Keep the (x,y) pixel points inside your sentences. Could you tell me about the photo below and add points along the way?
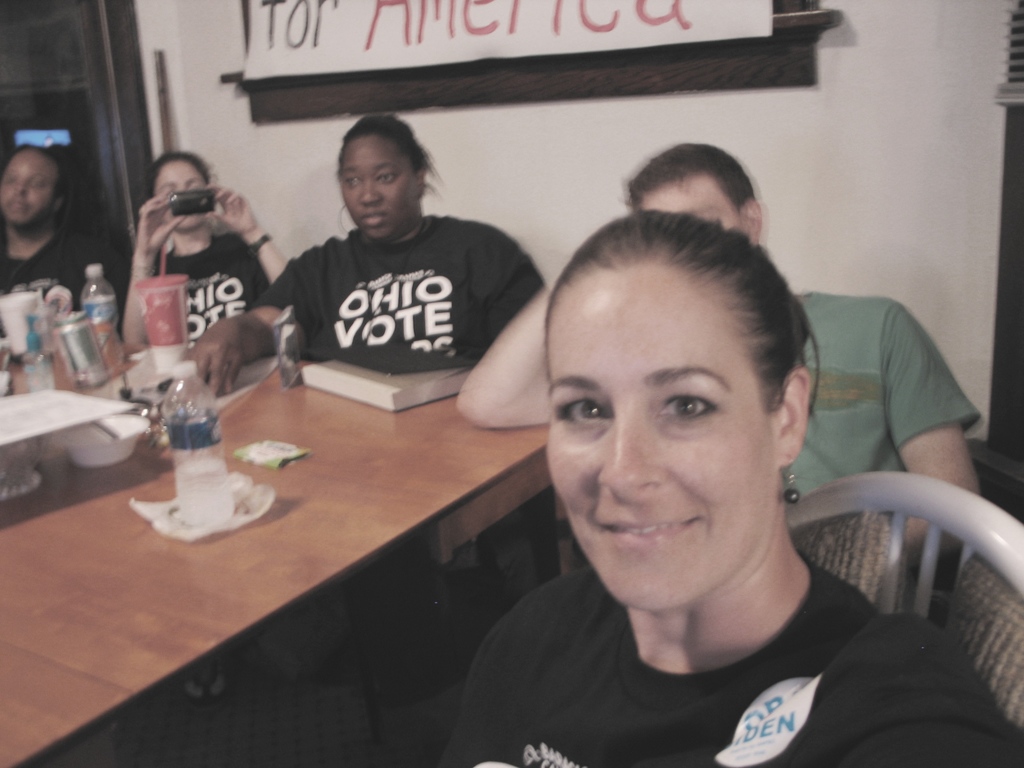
In this Picture we can see a group of girls (610,448) and a boy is sitting around the table (472,497). In front a woman (714,517) wearing black t-shirt (607,668) is sitting and posing in to the camera, behind another man (675,197) is sitting and beside him a woman (389,358) wearing black t-shirt (415,341) is sitting. On the wooden table (129,600) we can see water bottles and a bowl (124,444).
